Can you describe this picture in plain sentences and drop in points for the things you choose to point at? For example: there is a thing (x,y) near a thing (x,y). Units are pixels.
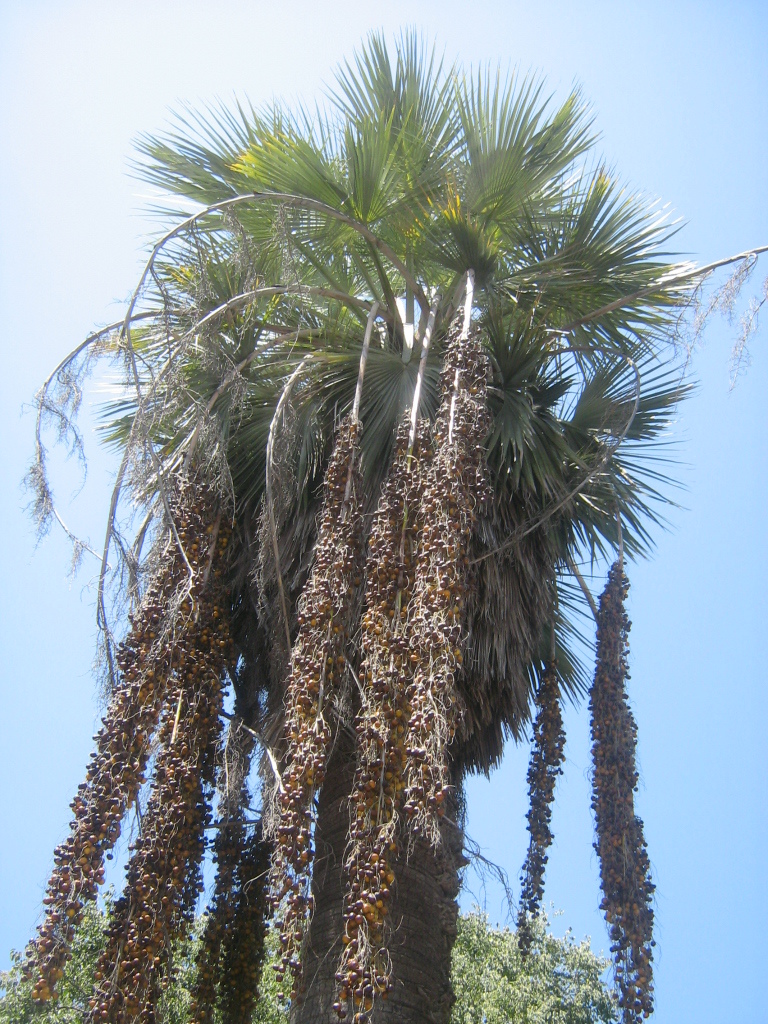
In this picture we can see trees (255,556) and in the background (68,28) we can see the sky (22,187).
